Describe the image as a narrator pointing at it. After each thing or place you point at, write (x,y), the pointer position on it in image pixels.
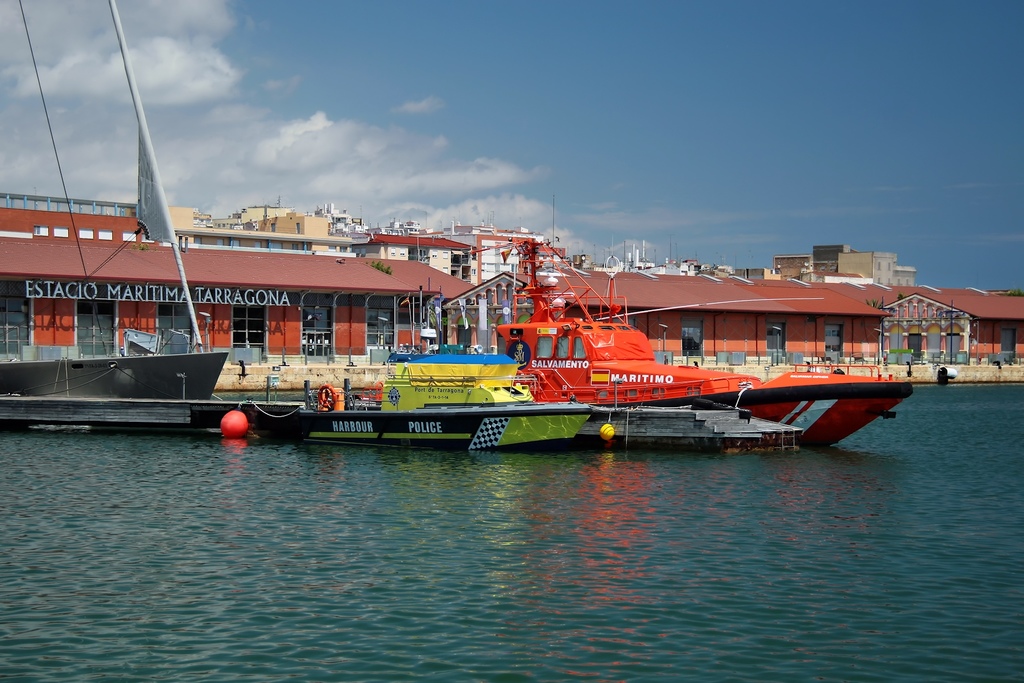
In this picture I can see there are few boats (675,401) moored at a dock (648,408), among them there is a small green color boat (462,413) with black paint (463,443) and there is something written on it. There is a wooden bridge (150,402), there are few buildings (313,292) at left side (66,299), with name plates (284,293), windows (254,326), doors (258,325). The sky (743,212) is partly cloudy.
